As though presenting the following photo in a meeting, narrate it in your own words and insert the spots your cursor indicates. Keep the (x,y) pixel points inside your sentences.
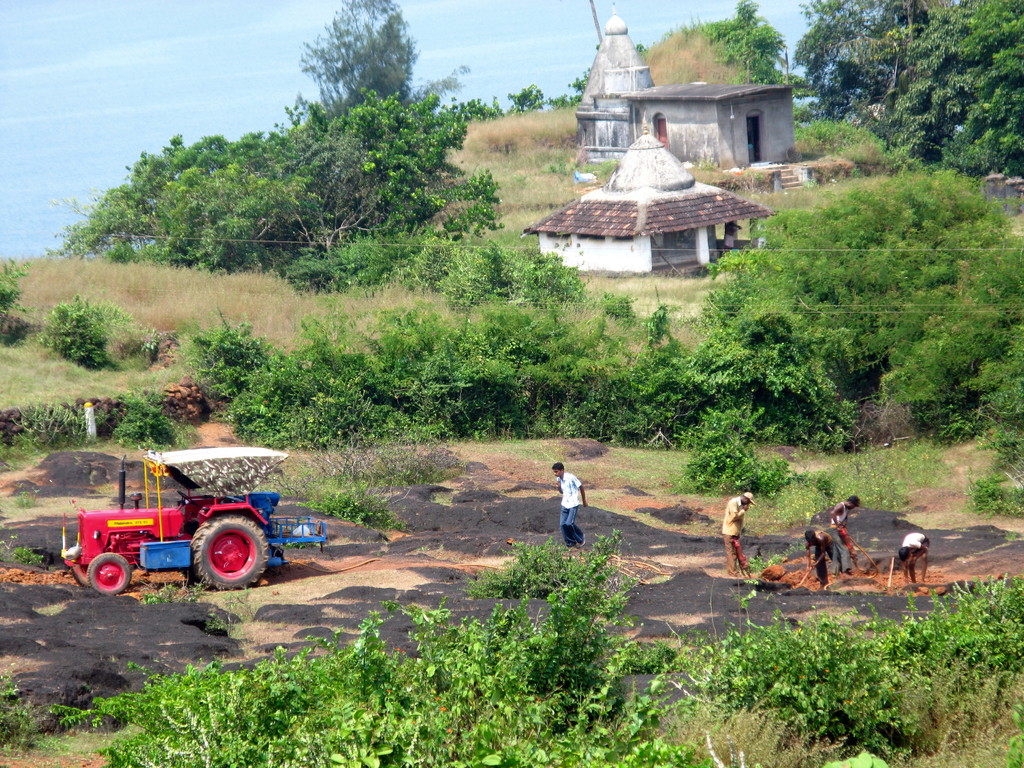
In this image I can see the grass (881,453). I can see some people (732,543). On the left side (234,549) I can see a vehicle (218,511). In the background (419,379), I can see the trees (618,369) and water (138,85).
